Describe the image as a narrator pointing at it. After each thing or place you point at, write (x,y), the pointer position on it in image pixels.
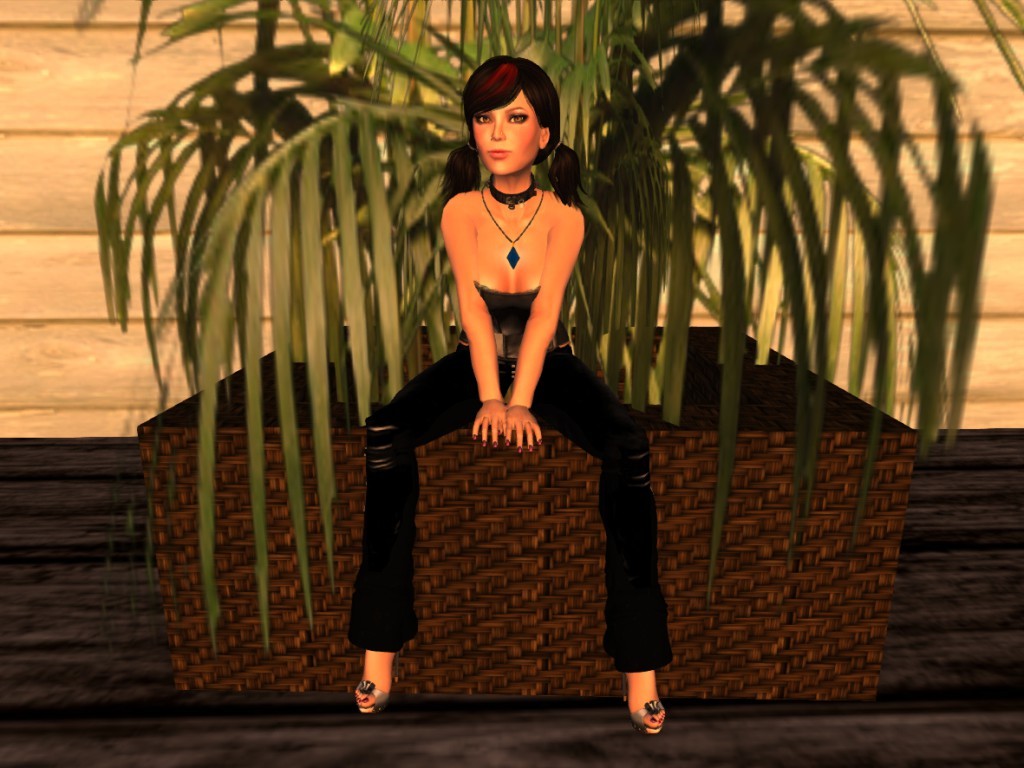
In the picture I can see a woman (476,365), a plant pot (428,325) and a wall (155,243). This is an animated image.
